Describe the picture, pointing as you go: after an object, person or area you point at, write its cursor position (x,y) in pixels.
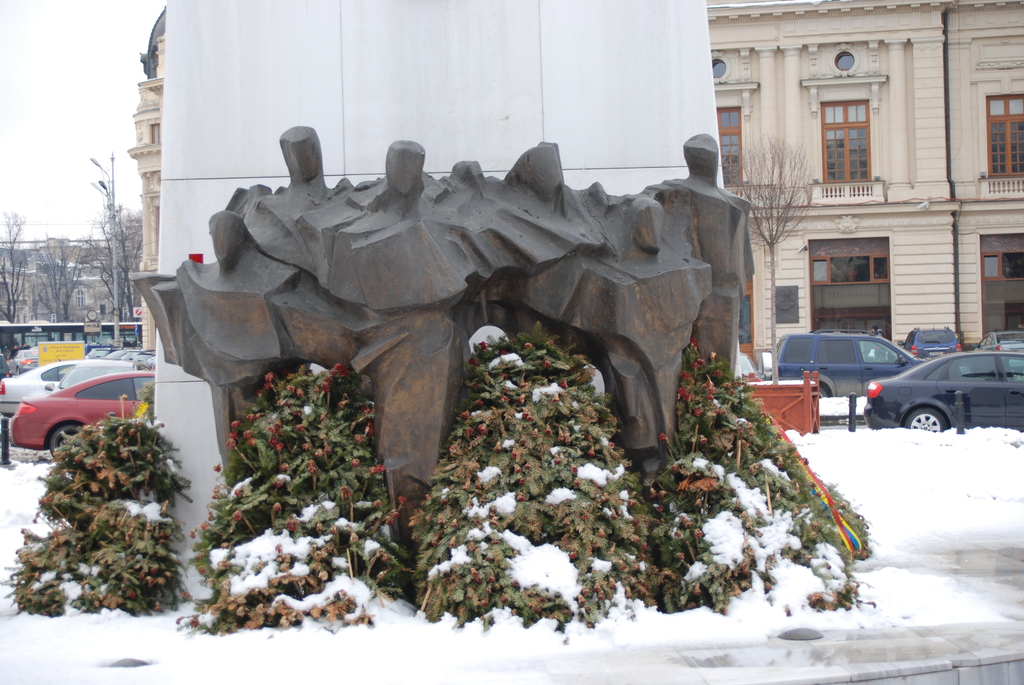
In this picture we can observe a carved stone (372,269). There are some plants (282,463) in front of this stone (323,310) which were covered with some snow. There are some cars (81,381) which were in black, red and white colors. In the background (756,232) we can observe dried trees (119,254) and a cream color building (851,147) on the right side (846,119). We can observe a sky (46,113) on the left side (68,105).
